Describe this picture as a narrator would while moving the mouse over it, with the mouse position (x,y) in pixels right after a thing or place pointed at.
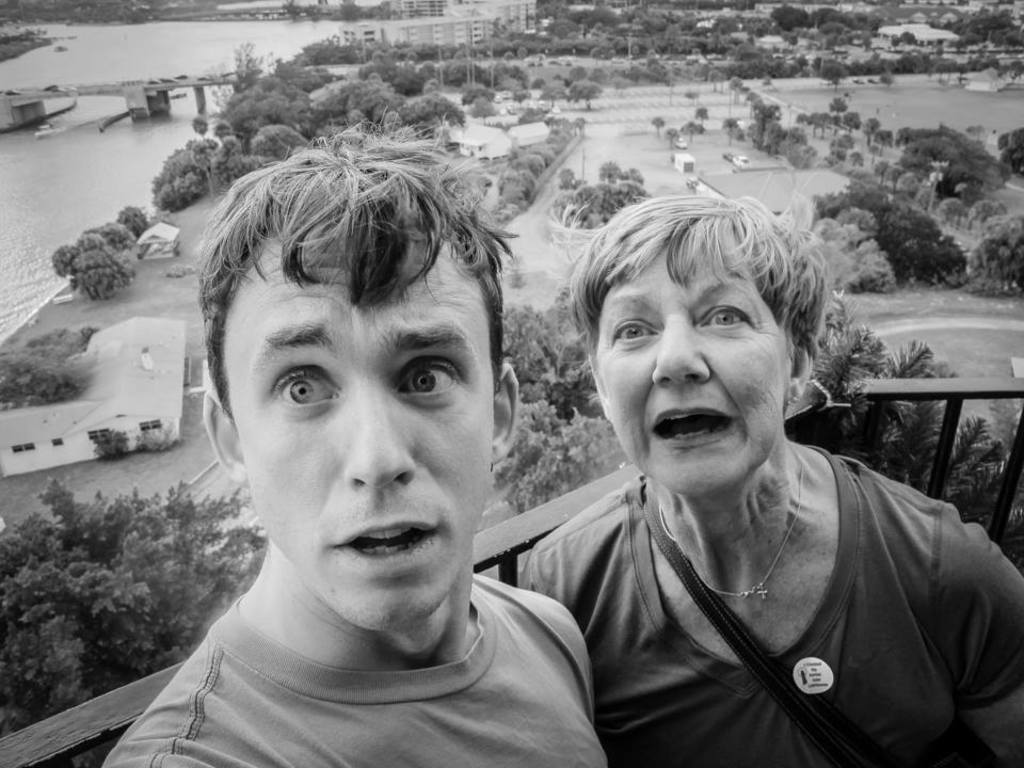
This is a black and white image, where there is a man (391,557) and a woman (731,580) with opened mouth (695,421). In the background (926,415), there is a railing (928,385), trees (527,150), water (126,167), bridge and few poles (466,66).
